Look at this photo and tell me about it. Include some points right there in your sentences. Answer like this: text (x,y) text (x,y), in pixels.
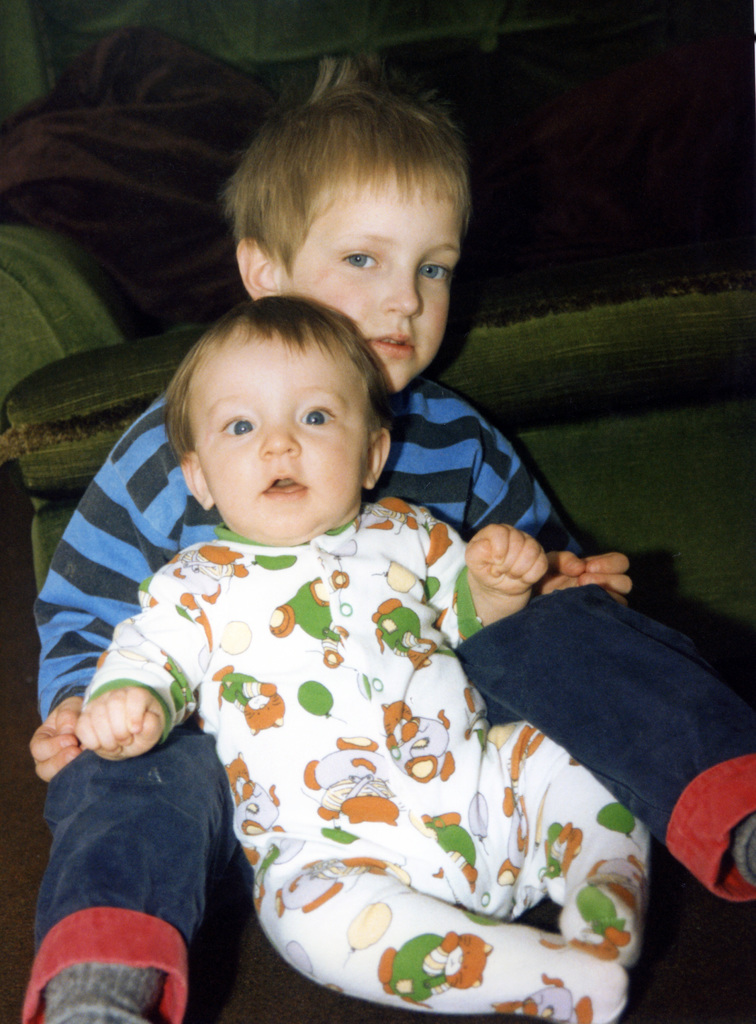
In this image we can see children (367,622) sitting on the floor (233,964).
